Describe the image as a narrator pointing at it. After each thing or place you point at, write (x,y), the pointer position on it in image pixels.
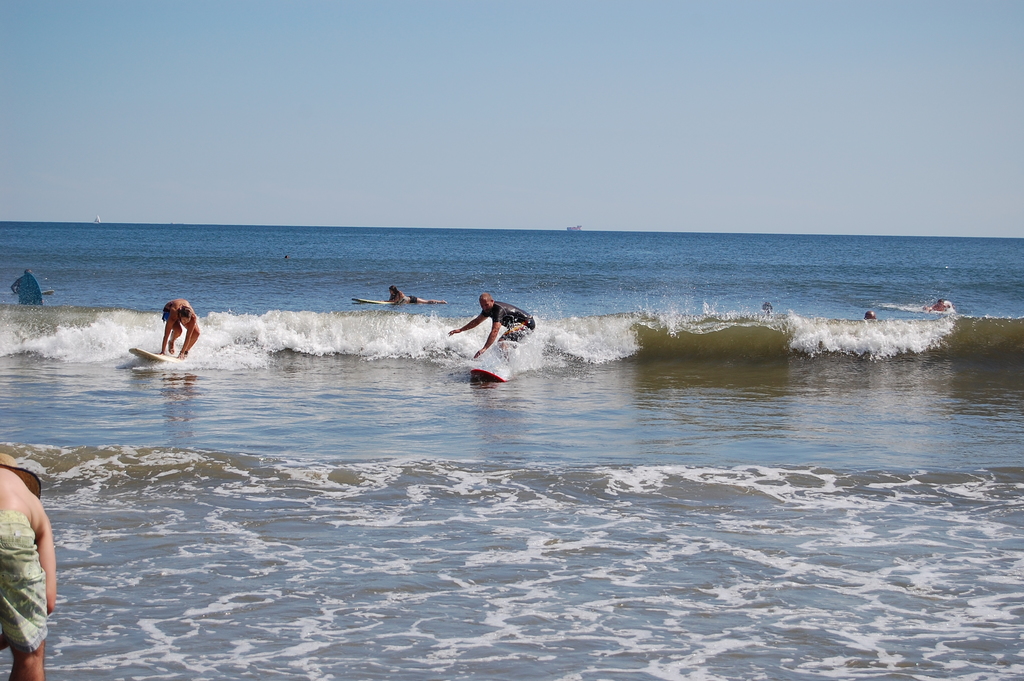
In this image I can see the group of people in the water (266,420). I can see few people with the surf boards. I can see the water (321,256) in blue color. And there is a sky (470,97) in the back (604,176).
